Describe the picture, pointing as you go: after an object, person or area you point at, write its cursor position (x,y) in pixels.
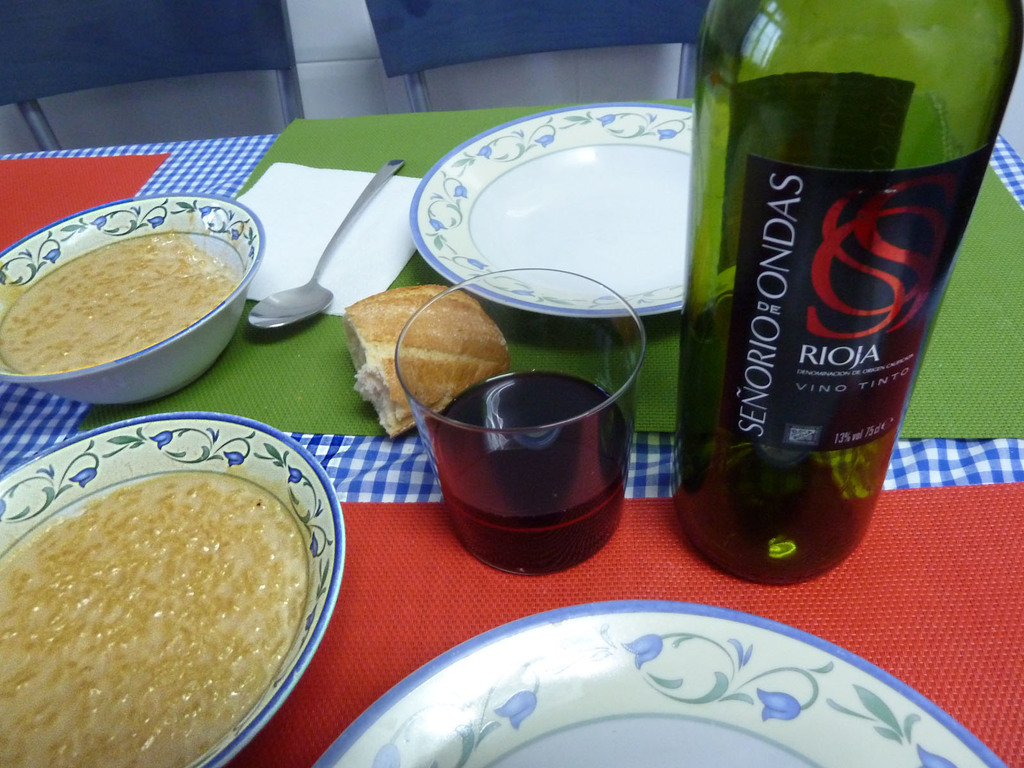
in this image i can see plates (454,711), food (84,558) in them, a bowl (232,303), spoon (297,299), a wine bottle (782,367), a glass (566,446) on the table (400,453) and two chairs (180,40).
